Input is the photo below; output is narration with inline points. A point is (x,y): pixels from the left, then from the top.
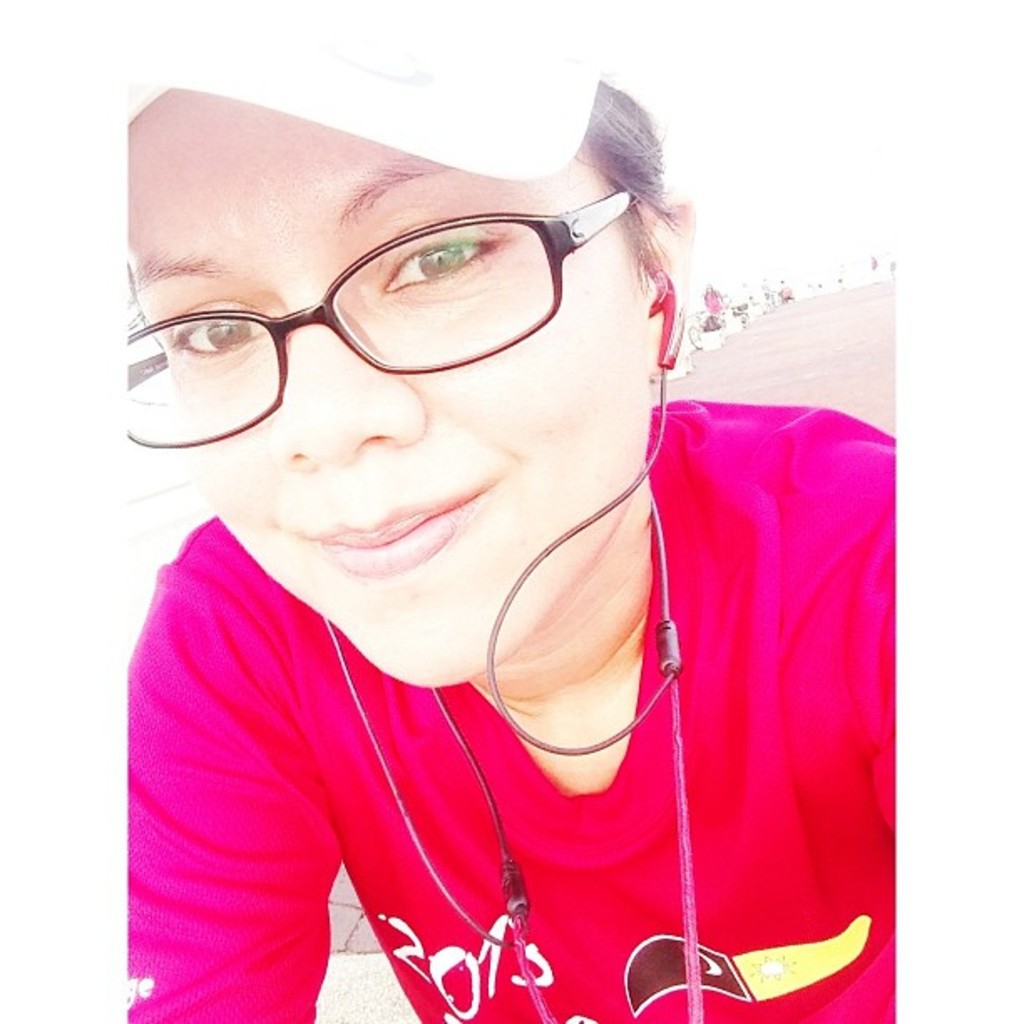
This image is taken outdoors. In this image there is a girl (387,625). She has worn a T-shirt (730,690), a cap (471,121) and spectacles (232,367). In the background (707,362) there is a road (775,316).
